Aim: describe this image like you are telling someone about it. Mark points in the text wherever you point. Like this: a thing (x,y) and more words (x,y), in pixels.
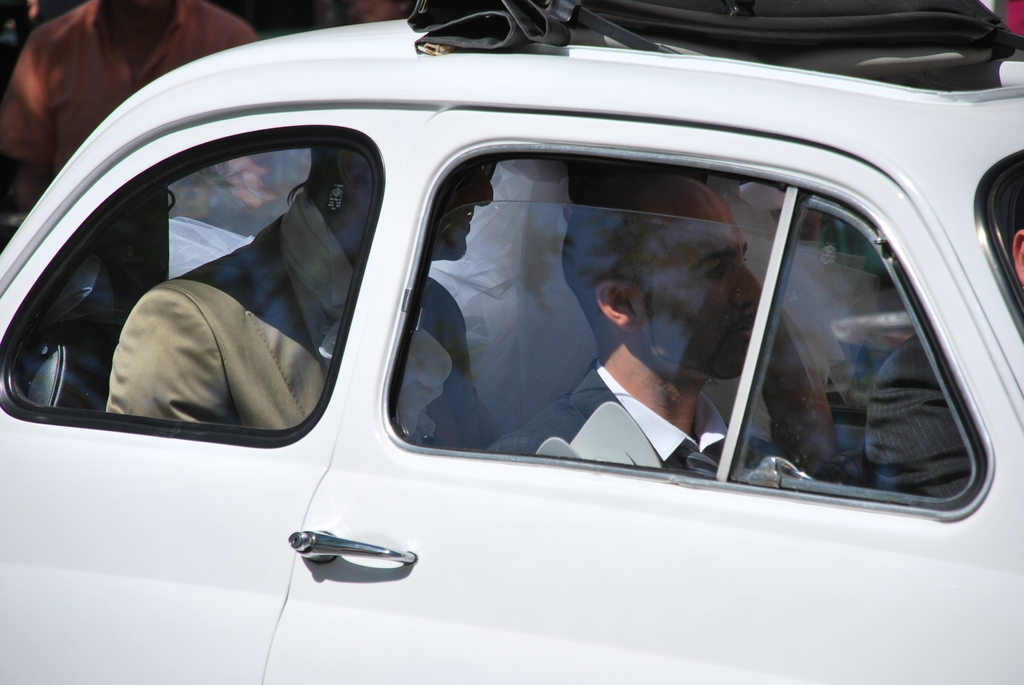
In this picture we see a car (794,123) and people (534,247) travelling in it.
